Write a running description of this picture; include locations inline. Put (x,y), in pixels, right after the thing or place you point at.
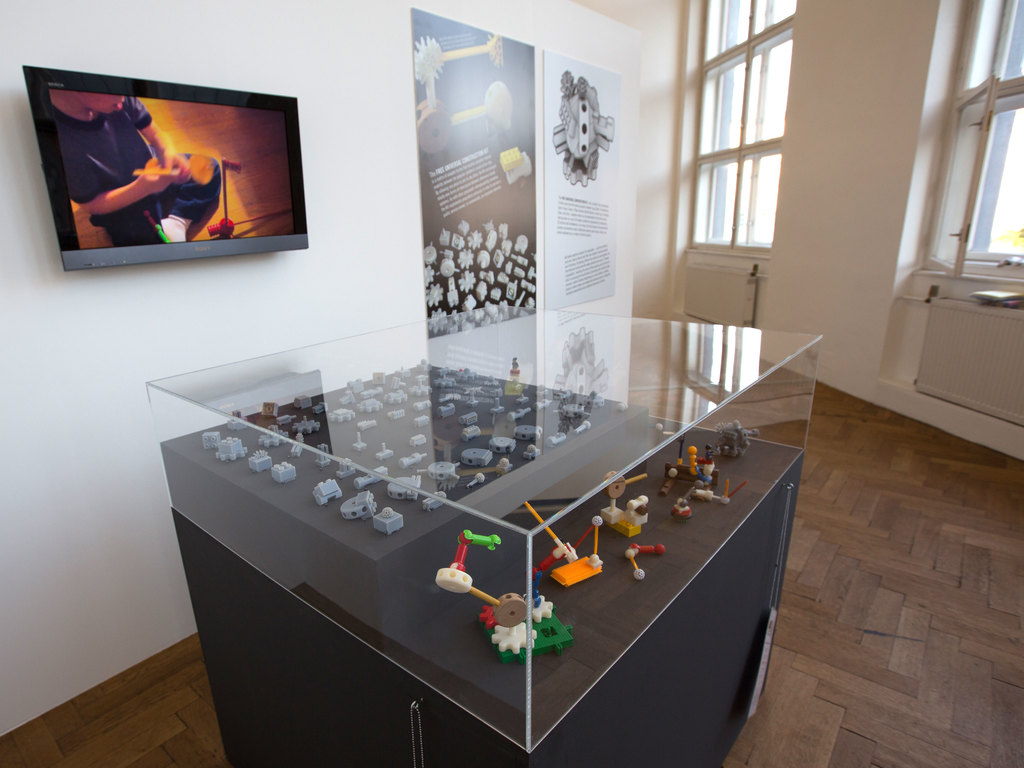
In this image I can see a glass box (590,467), inside the box (461,468) I can see few toys (487,464) in multicolor. Background (252,206) I can see a frame (291,236) attached to the wall (358,309), right I can see two other boards (509,157) attached to the wall (606,45) and the wall (604,58) is in cream color, right i can also see two windows (965,250).
